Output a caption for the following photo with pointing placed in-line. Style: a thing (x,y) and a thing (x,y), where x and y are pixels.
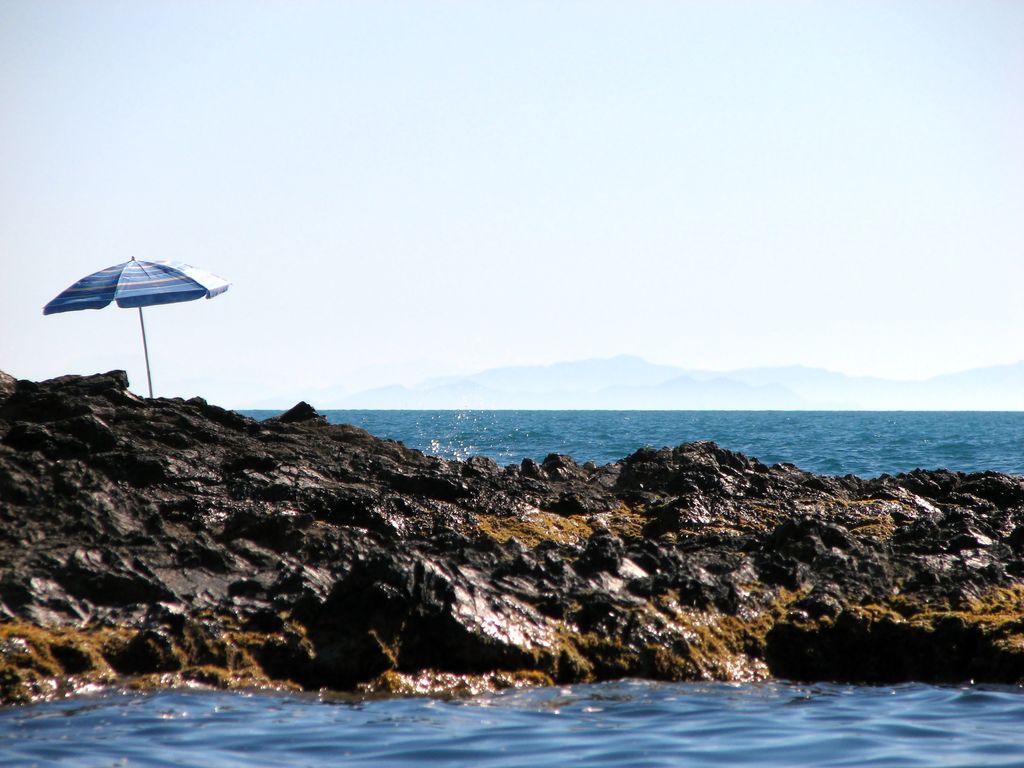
On the left side of the image (189,290) there is a parasol (190,271). In the center (661,447) we can see rocks (526,563). In the background (517,446) there is a sea (612,446), hill (588,398) and sky (549,340).
